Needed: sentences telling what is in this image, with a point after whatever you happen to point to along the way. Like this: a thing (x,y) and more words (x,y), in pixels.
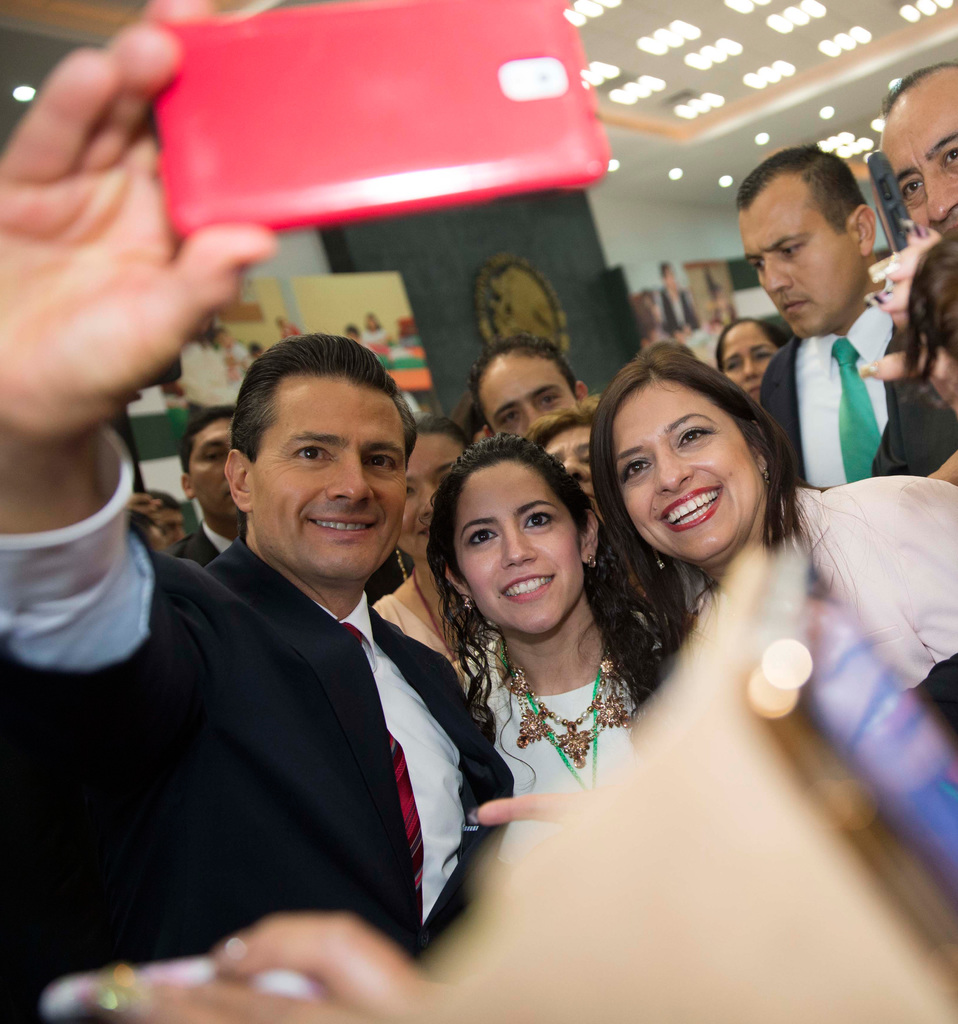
In this image there are three persons (582,563) standing, in which one person (310,372) is holding a mobile (303,188), and in the background (946,326) there are group of people (547,362) standing, frames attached to the wall (397,325), lights (675,36).
